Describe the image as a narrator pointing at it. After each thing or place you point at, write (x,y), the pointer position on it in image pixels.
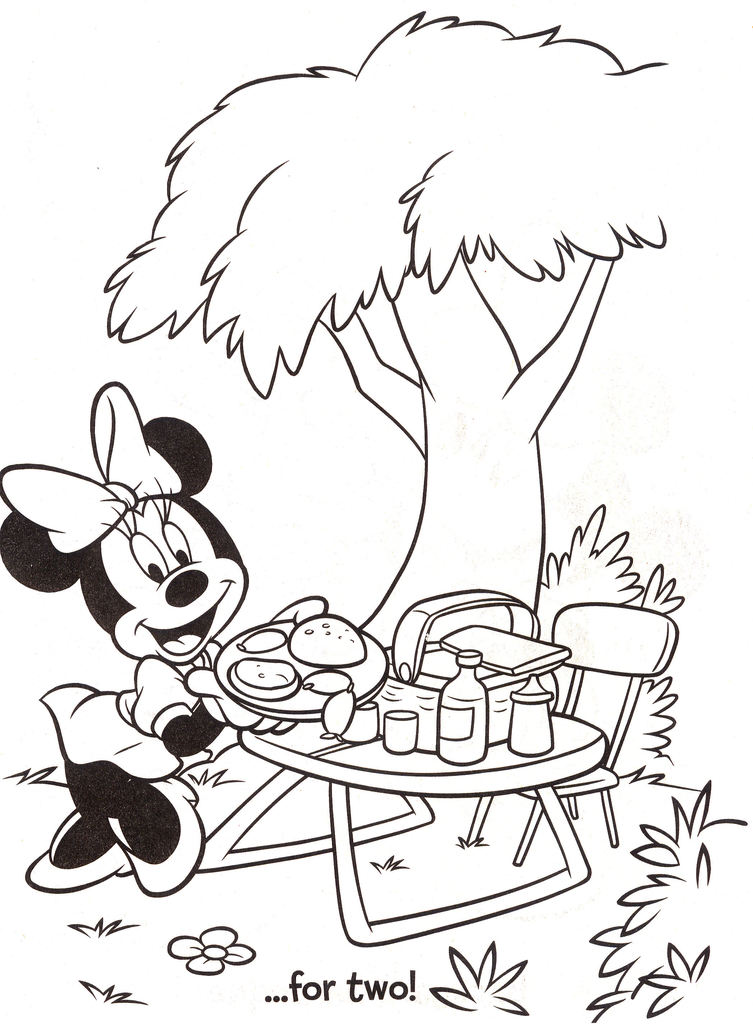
In this image we can see the sketch of a Minnie mouse (167,780), one big tree (296,267), plants (658,898), flower (216,954), one plate (318,701) with food (319,685), one chair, some objects (431,708) on the table (587,753), some grass (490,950) and text (362,988) on the bottom of the image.
